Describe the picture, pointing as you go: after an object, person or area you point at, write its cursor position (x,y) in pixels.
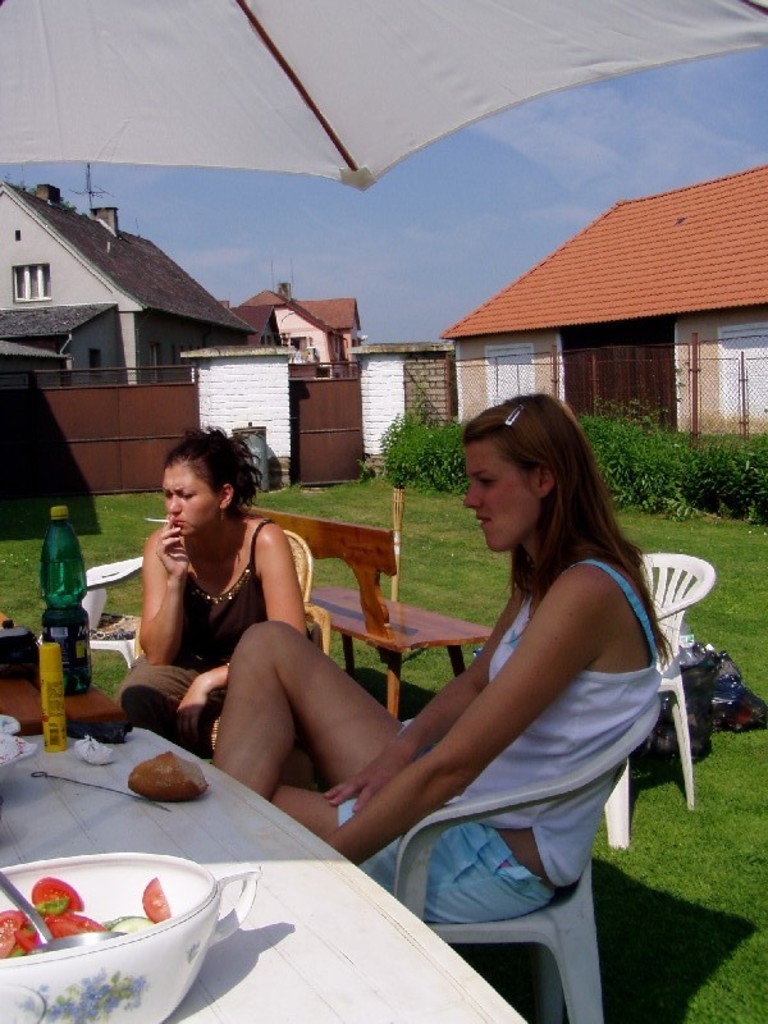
In this image I see 2 women (230,471) who are sitting on chairs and there are tables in front of them on which there are few things (63,665). In the background (36,533) I see the plants (755,509), grass (696,798), buildings (767,174) and the sky (675,120).
